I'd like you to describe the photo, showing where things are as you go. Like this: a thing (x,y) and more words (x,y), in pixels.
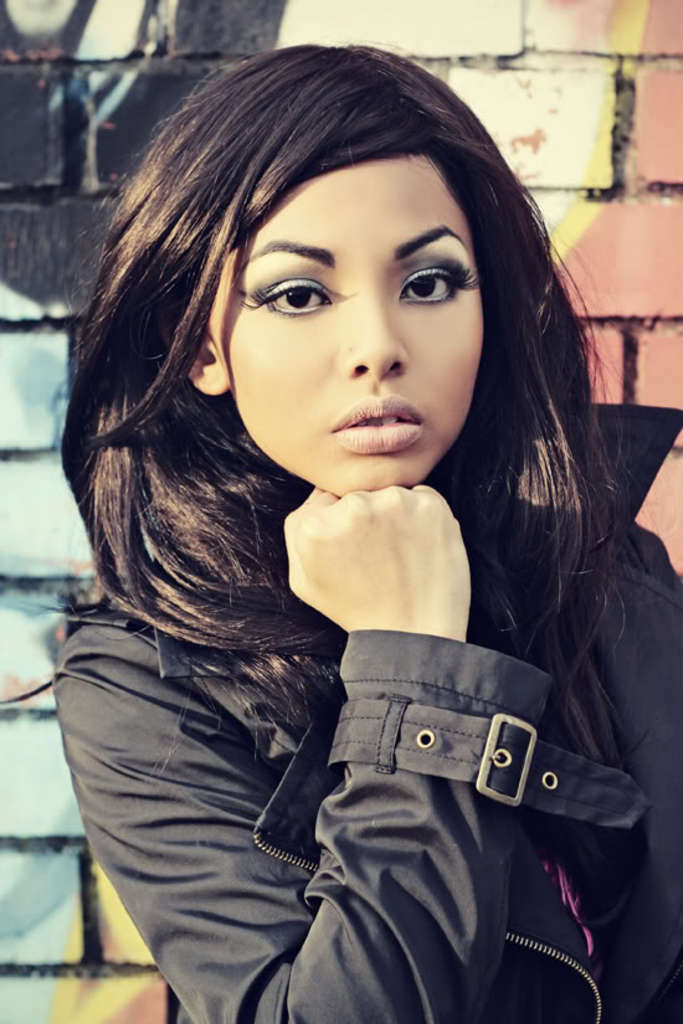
In the center of the image (433,673) we can see a girl (319,749) standing. She is wearing a jacket (364,705). In the background (573,69) there is a wall (115,79).
